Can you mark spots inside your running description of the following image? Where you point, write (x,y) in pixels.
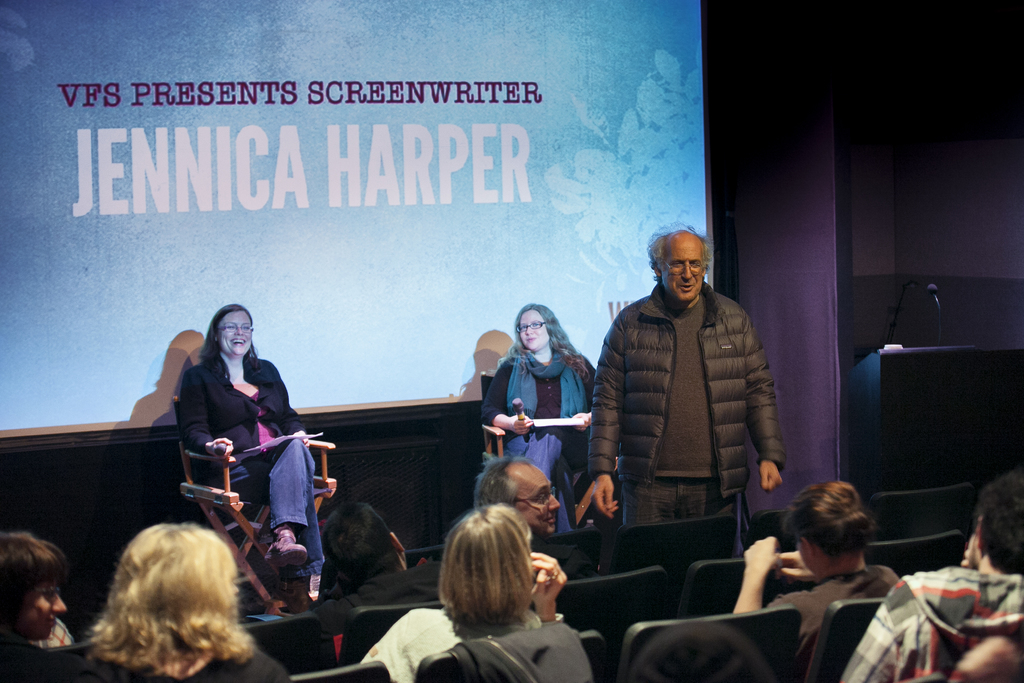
In this image there are people (128,638) sitting. On the right (703,448) there is a man (667,470) standing. In the background (390,371) there is a screen (380,380). The ladies (249,383) sitting in the center (576,422) are holding mics (519,423) and papers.
